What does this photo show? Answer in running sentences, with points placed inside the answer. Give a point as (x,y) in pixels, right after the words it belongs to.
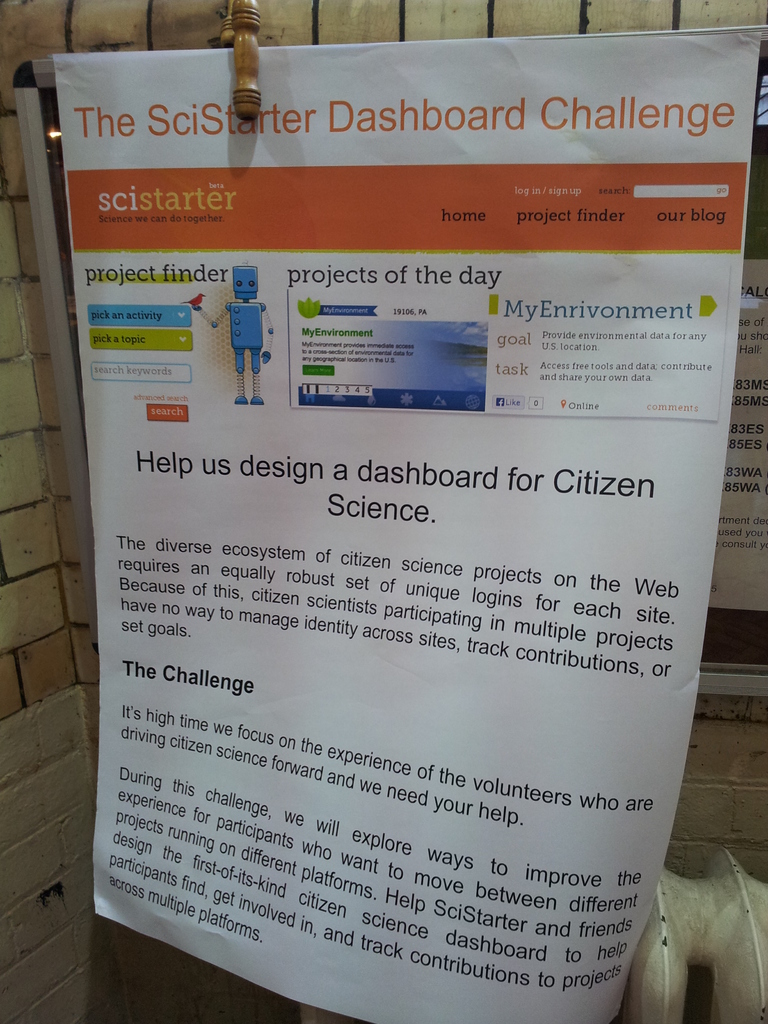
In this picture, we see a poster (404,570) or a banner (364,580) in white color with some text (613,566) written on it. Behind that, we see a board (739,493) with some text (748,445) written on it. In the background (2,341), we see a wall (402,15). In the right bottom (755,973), we see something (685,916) in white color.
